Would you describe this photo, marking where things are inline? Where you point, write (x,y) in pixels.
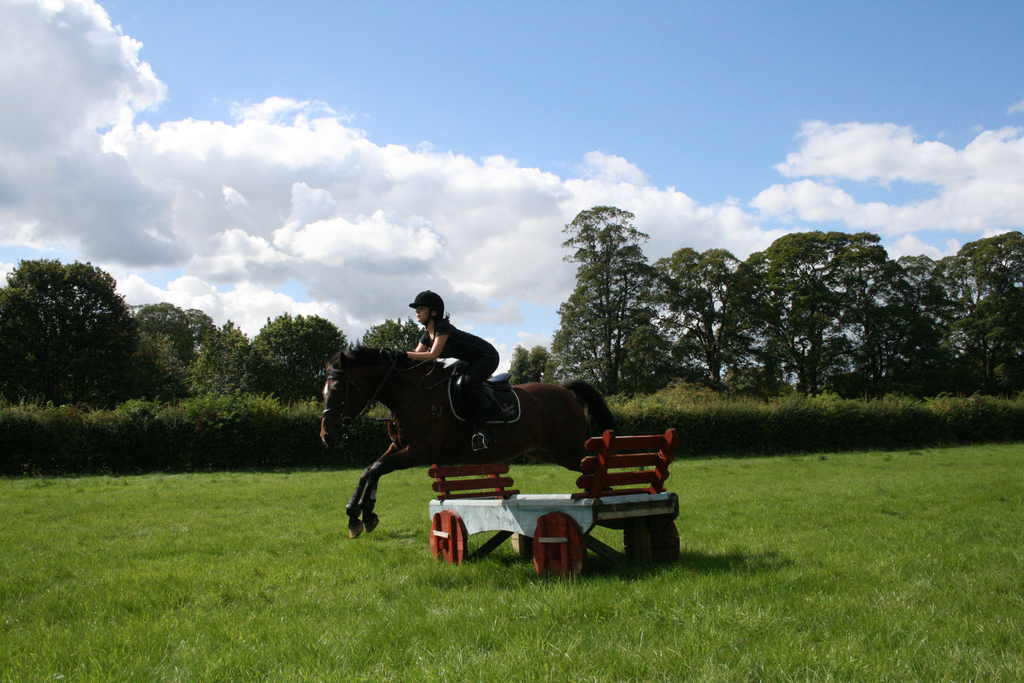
In this image, woman (477,440) is riding a horse (463,438). we can see table (537,520) here and grass (731,639). Few plants (727,415) at the back side (617,407) and trees (791,274). There is a cloudy sky (428,258). Woman (425,300) is wearing a helmet (427,296).
